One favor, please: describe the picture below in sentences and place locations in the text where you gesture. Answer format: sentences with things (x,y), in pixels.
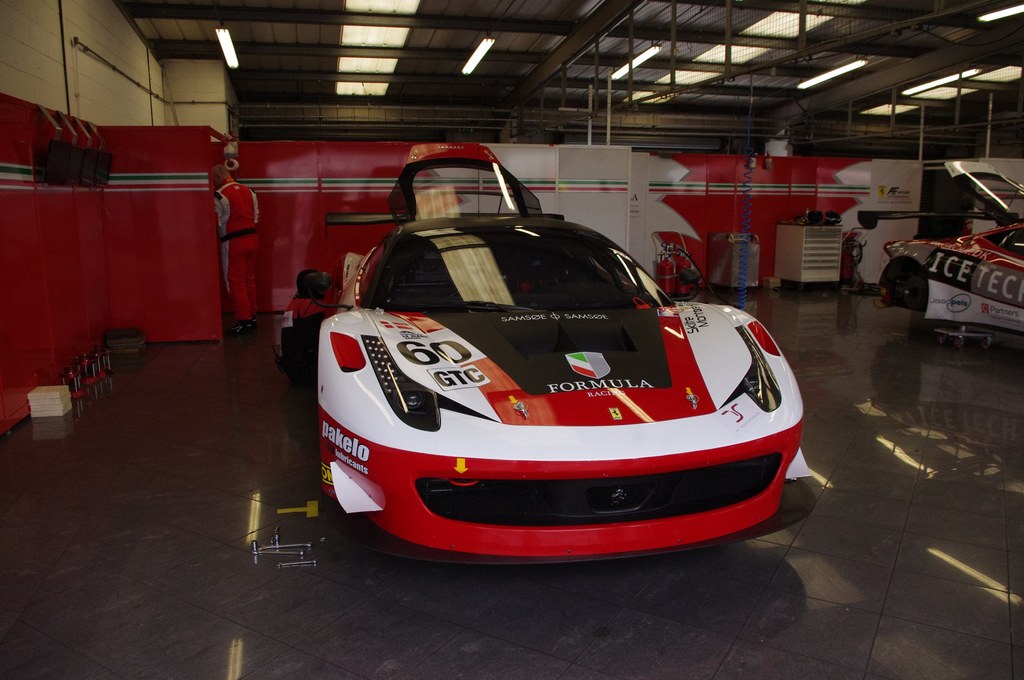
In this picture we can see couple of cars (528,358) and two persons (237,221), in the background (378,28) we can find few lights (359,38), metal rods (369,50) and machines (737,244).
